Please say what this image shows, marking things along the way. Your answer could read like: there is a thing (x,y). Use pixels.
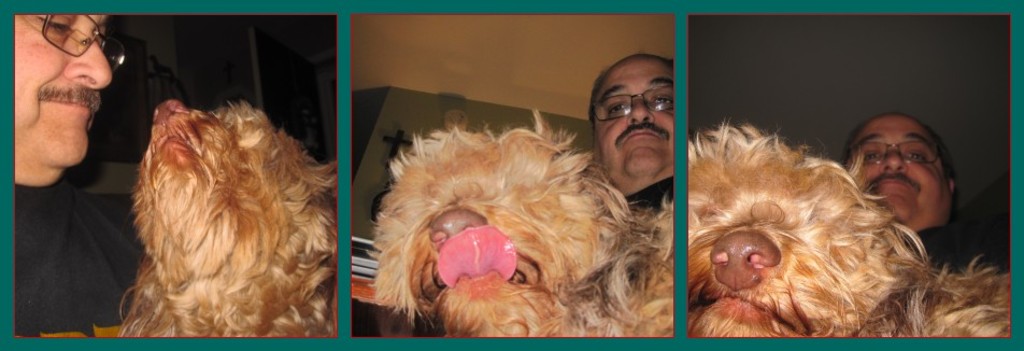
In this image we can see a collage. On all images we can see a person (73,149) wearing specs (78,42) and an animal (426,236).
